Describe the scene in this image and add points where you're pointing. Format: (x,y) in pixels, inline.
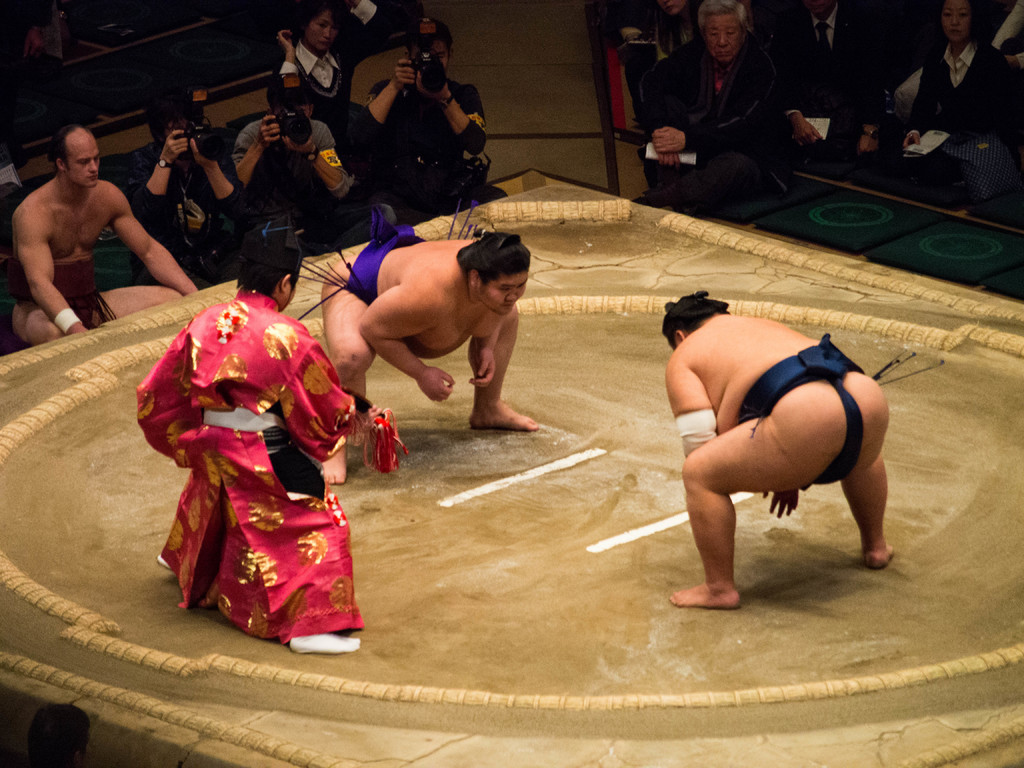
In this image I can see group of people (444,171). In front (317,445) the person (226,453) is wearing red and black color dress (334,438). In the background (193,176) I can see few people (270,180) sitting and holding few cameras (475,180).
